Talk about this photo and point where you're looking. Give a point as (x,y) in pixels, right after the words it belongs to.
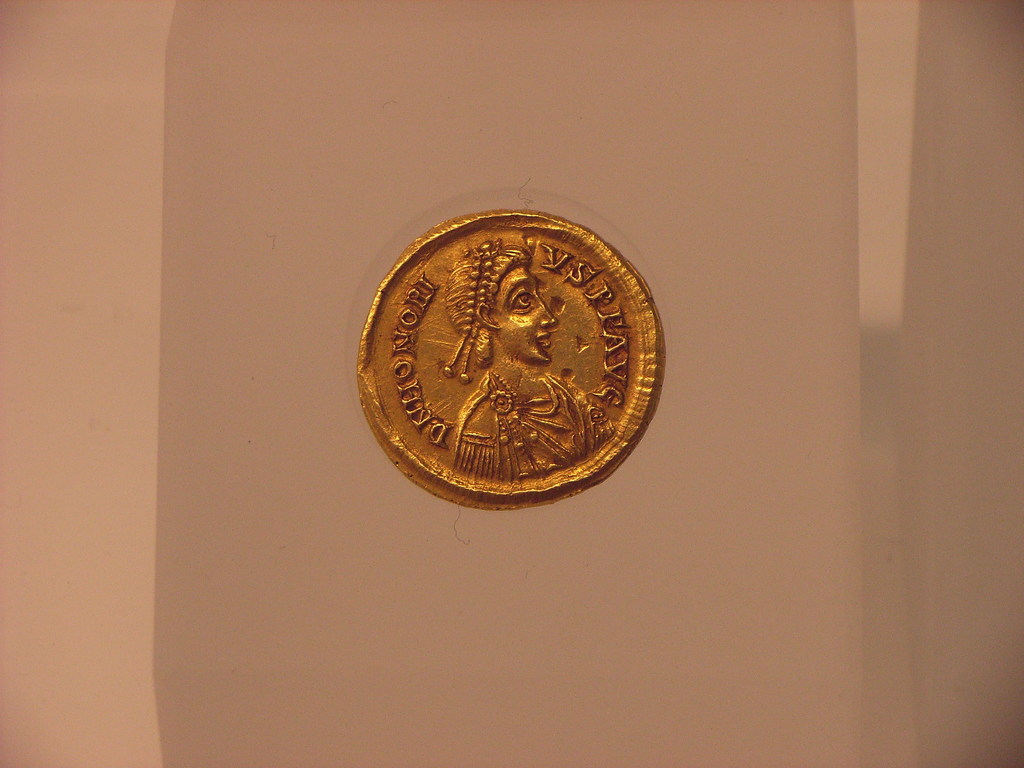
In this image we can see a coin (535,380) with a face (508,335) and some text (407,330) on it.
